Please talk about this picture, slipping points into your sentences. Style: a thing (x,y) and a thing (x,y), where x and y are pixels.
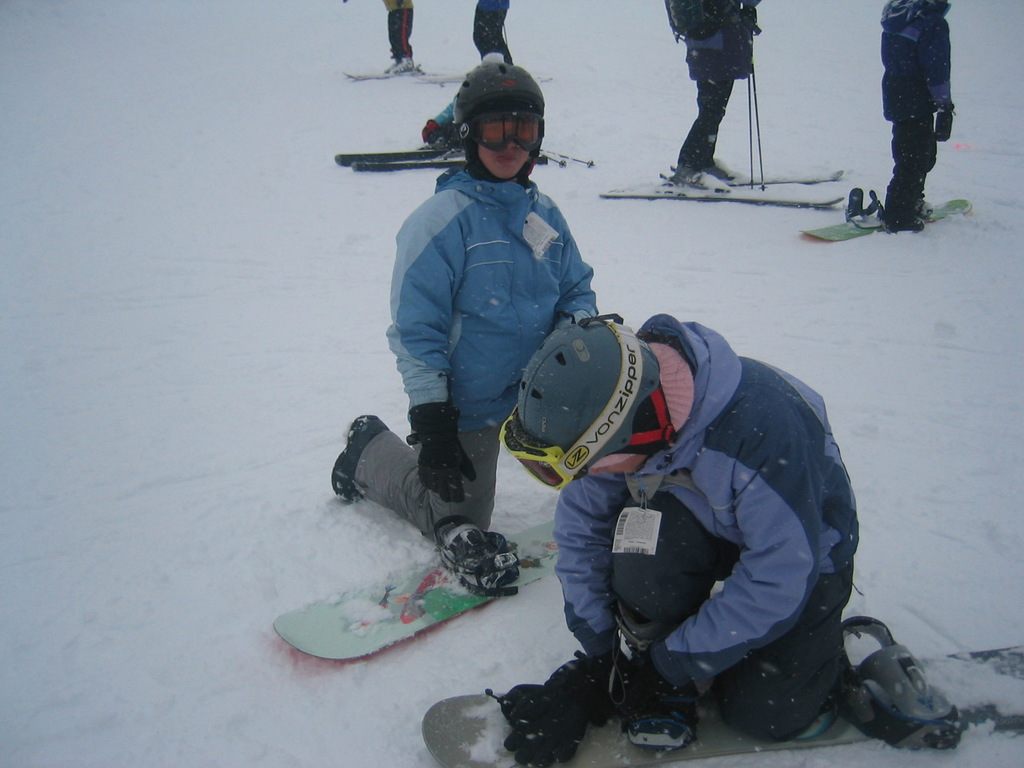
In this picture we can see some persons (596,461). These are the ski boards (423,721) and this is snow (216,326).
